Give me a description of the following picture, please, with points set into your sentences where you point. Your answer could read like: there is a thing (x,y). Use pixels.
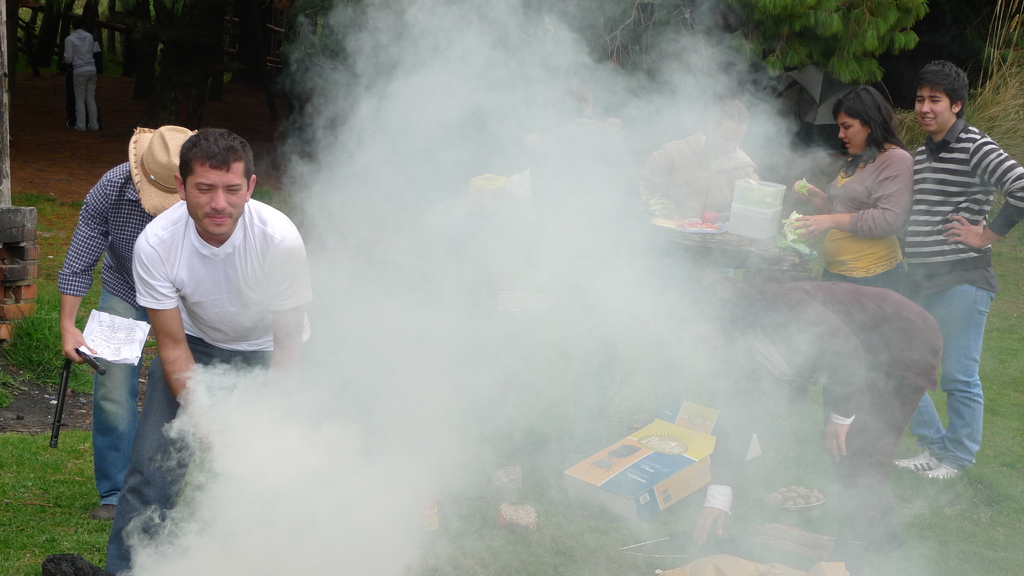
In this picture there are group of people (964,440) standing. At the back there are objects (767,187) on the table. In the foreground (521,271) there it looks like smoke (554,307). At the back (60,41) there are trees (790,9) and there are two persons (76,20) standing. On the right side of the image (797,98) it looks like a tent (785,94). At the bottom (679,453) there is a box (642,462) and there are objects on the grass (902,513).
